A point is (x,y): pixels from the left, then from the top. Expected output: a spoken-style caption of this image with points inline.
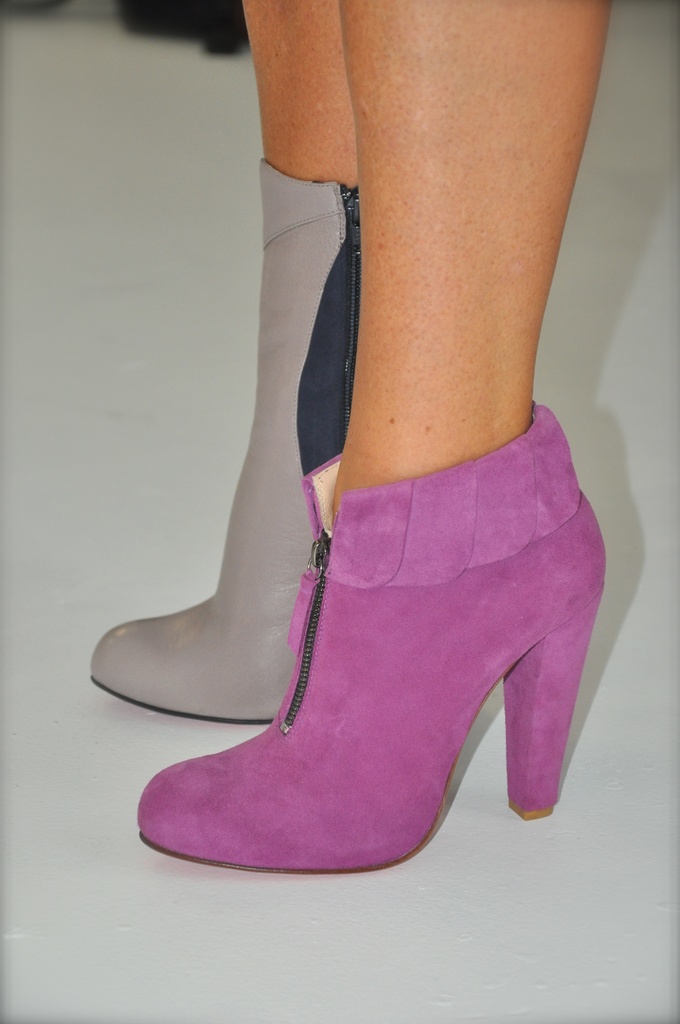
In the center of this picture (243,604) we can see the legs (317,163) of a person (386,442) wearing different color boots (339,680) and standing on the floor (454,868). In the background (206,52) there is a black color object (206,39).
